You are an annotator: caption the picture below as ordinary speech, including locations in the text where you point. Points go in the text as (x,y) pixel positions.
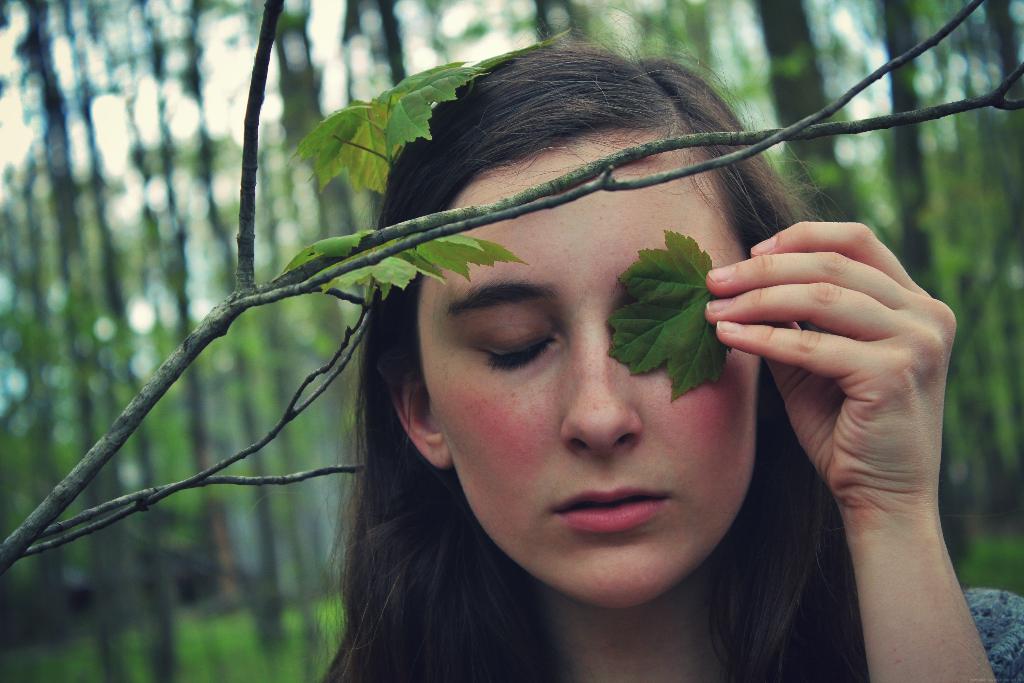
In the picture we can see a woman (577,516) is holding a leaf (691,335) near to the eye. Here we can see the plant (356,169). The background of the image (987,139) is blurred, where we can see trees (57,322).
